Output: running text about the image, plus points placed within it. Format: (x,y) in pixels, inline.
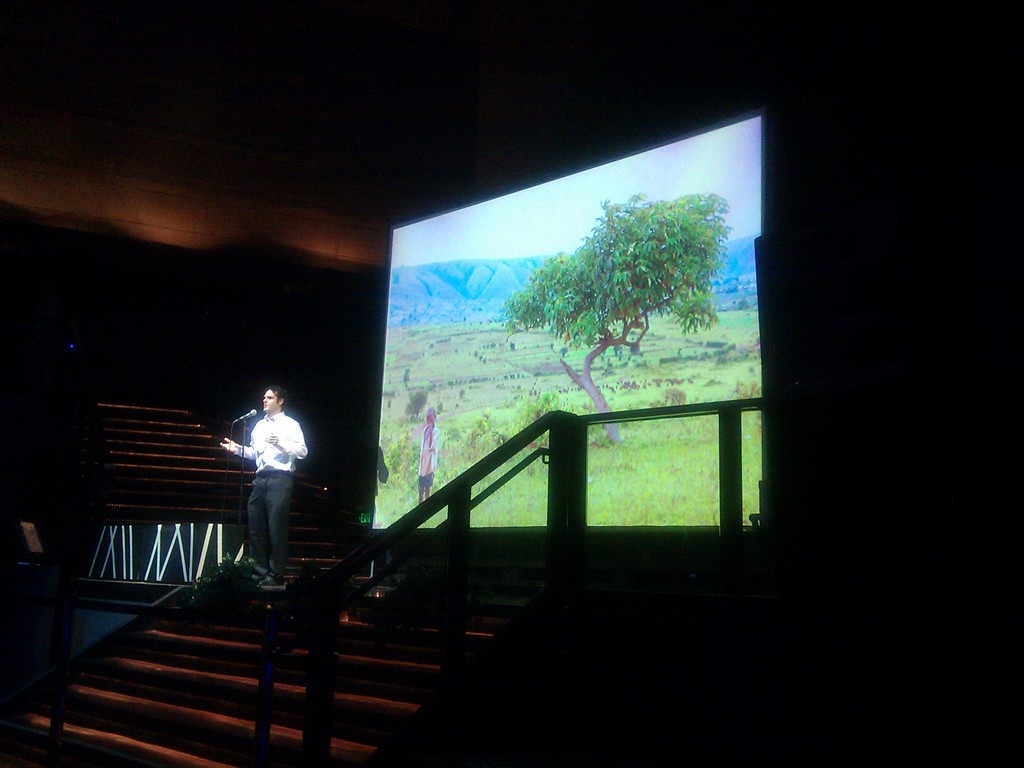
There is a man (263,446) standing, in front of this man (266,434) we can see microphone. Behind this man (278,393) we can see screen (550,395), in this screen (595,427) we can see person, trees (597,404), grass (455,405) and sky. Background (237,499) it is dark.
